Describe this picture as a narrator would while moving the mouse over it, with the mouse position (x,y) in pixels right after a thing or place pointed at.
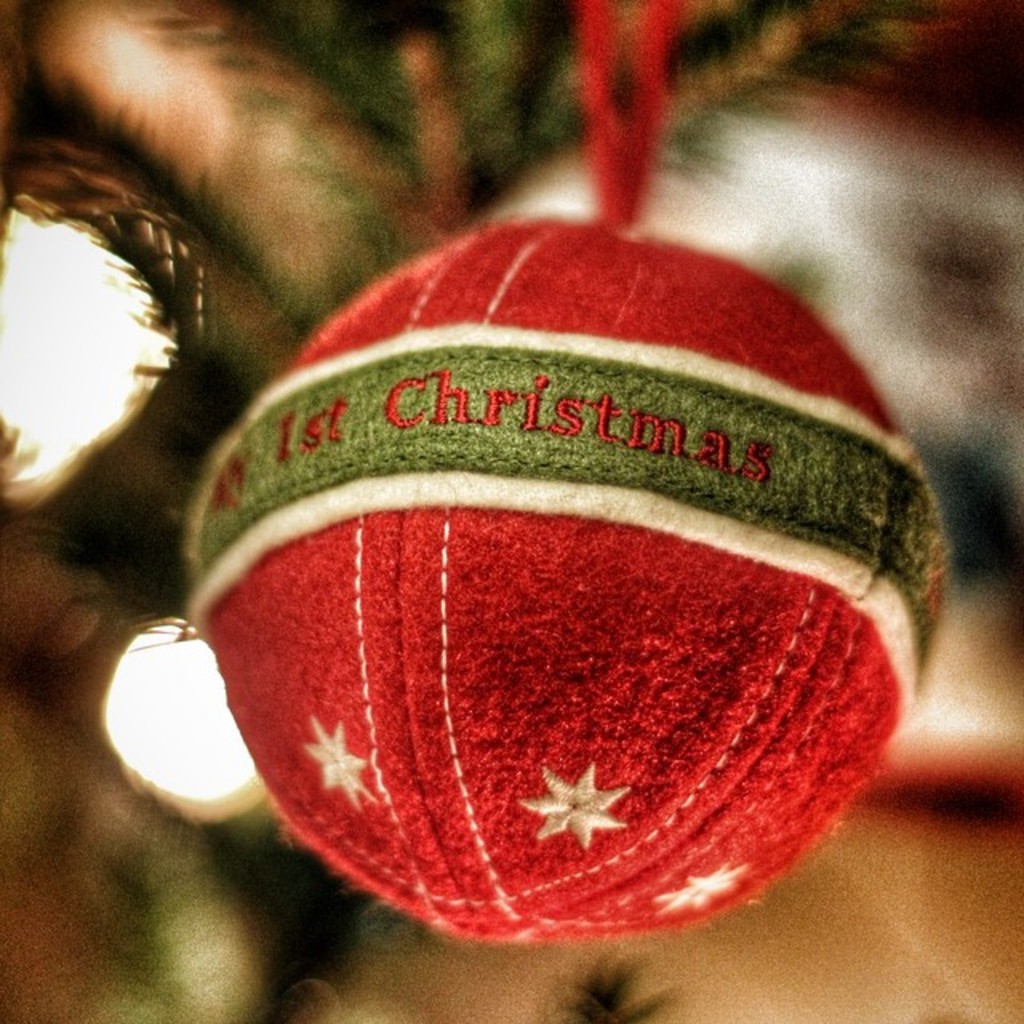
In this image there is a red color Christmas ornament (568,640) in the middle (480,566). In the background (231,281) there is a Christmas tree (185,341) with the lights (147,400). There are stars (581,778) on the Christmas ball (571,467).
